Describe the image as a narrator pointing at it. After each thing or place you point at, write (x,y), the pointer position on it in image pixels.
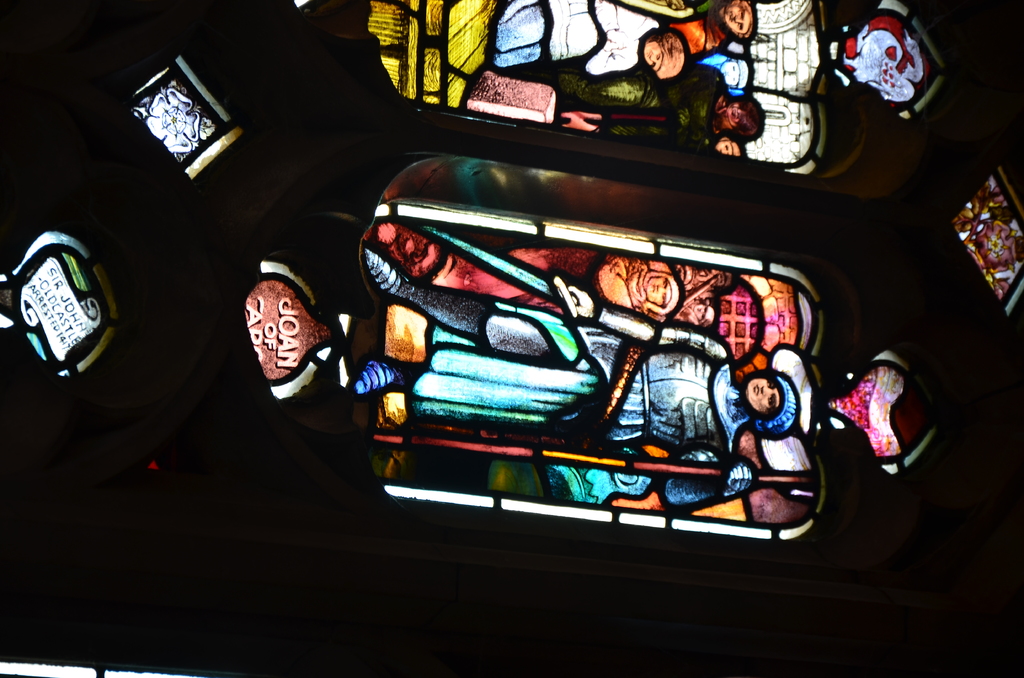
In this image it seems like there are two windows (576,269) on which there are images (611,370) of people (597,349). In the background (161,461) it is dark.
